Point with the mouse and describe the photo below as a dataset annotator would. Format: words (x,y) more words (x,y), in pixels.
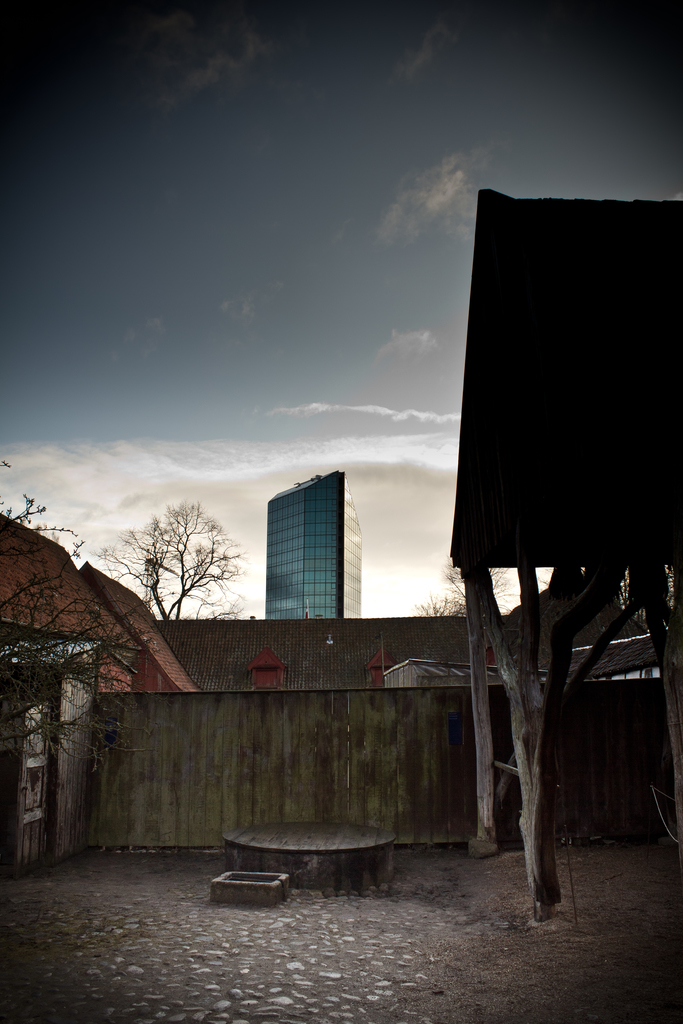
In this picture we can see few buildings (246,676), trees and clouds (293,467).
